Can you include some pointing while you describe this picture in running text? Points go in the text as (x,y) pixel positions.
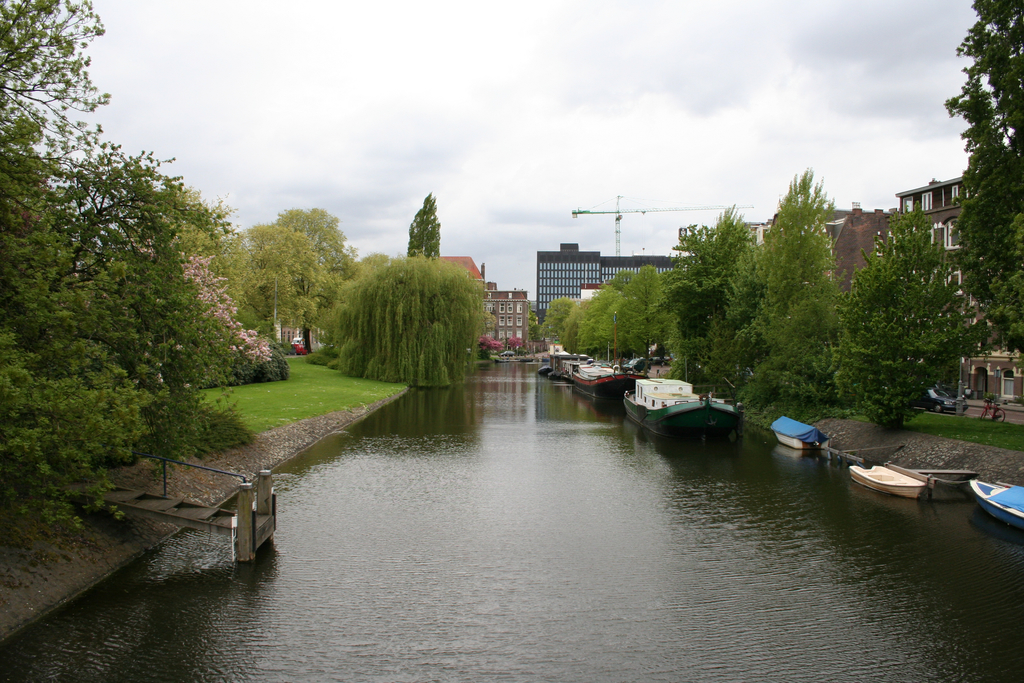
In this picture we can see the water canal (585,601) in the middle of the image (584,441). On the right side (686,409) we can see some boats (675,399) in the water (538,587) and trees (754,299). In the background (488,288) we can see some trees (460,285) and buildings (499,298).
